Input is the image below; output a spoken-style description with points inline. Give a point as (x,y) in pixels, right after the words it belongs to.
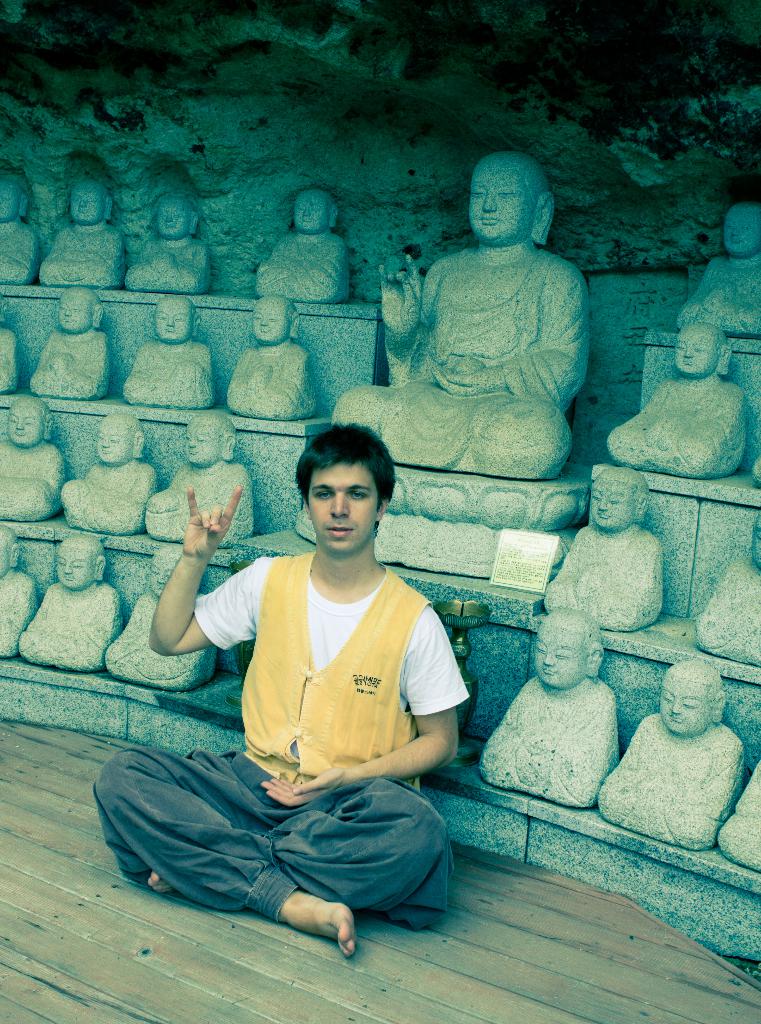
In this image we can see a person (354,687) sitting on the ground (365,944). In the background (698,719), we can see a group of statues (553,611), a stand (466,618) and a board (522,566) with some text (527,548).
